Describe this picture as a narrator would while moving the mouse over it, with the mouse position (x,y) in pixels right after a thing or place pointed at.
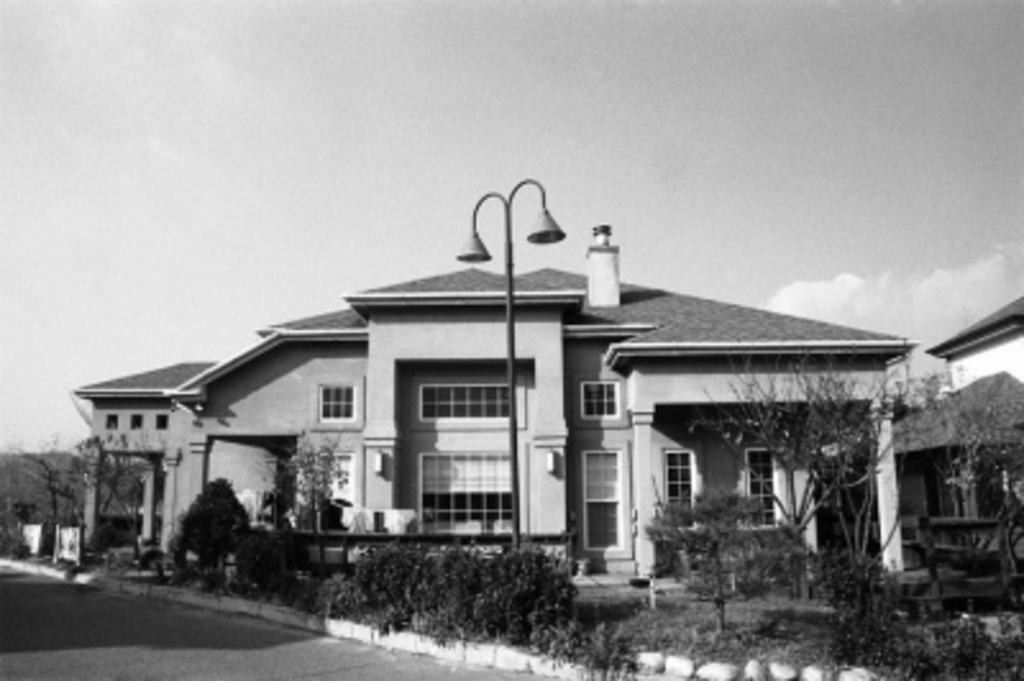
Here in this picture we can see a house (671,412) present over there and we can see light posts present here and there and we can see plants (453,586) and trees (79,472) and bushes (399,608) present here and there on the place (628,599) and we can see clouds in sky (753,163).
